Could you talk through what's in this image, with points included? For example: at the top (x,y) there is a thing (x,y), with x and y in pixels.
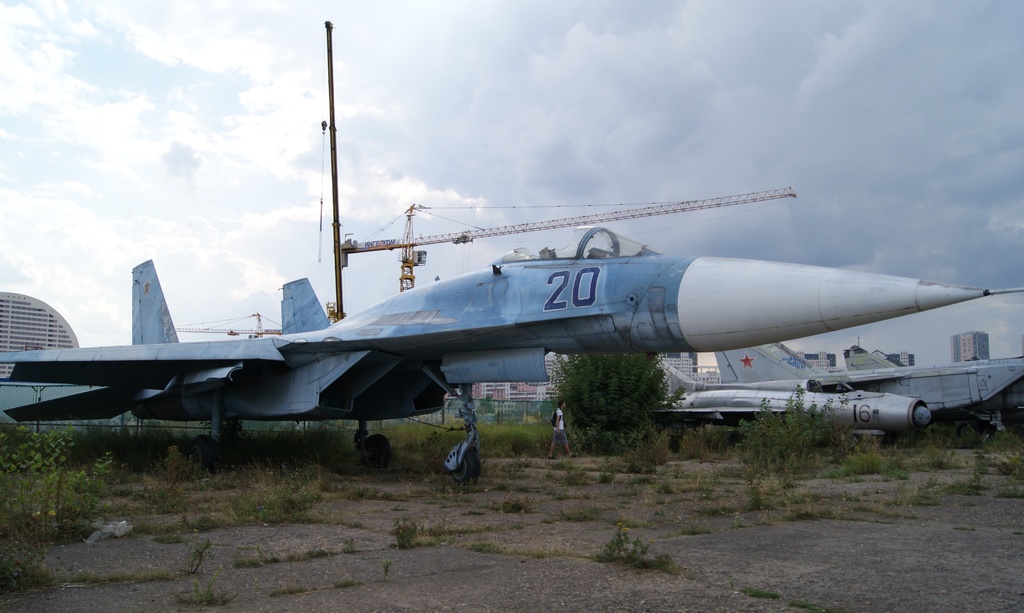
In this picture we can see few fighter jets (518,375), and a person (561,424) is walking beside to the jet (618,347), in the background (622,380) we can find few trees (600,395), fence (530,407), buildings (534,393) and cranes (467,236).
